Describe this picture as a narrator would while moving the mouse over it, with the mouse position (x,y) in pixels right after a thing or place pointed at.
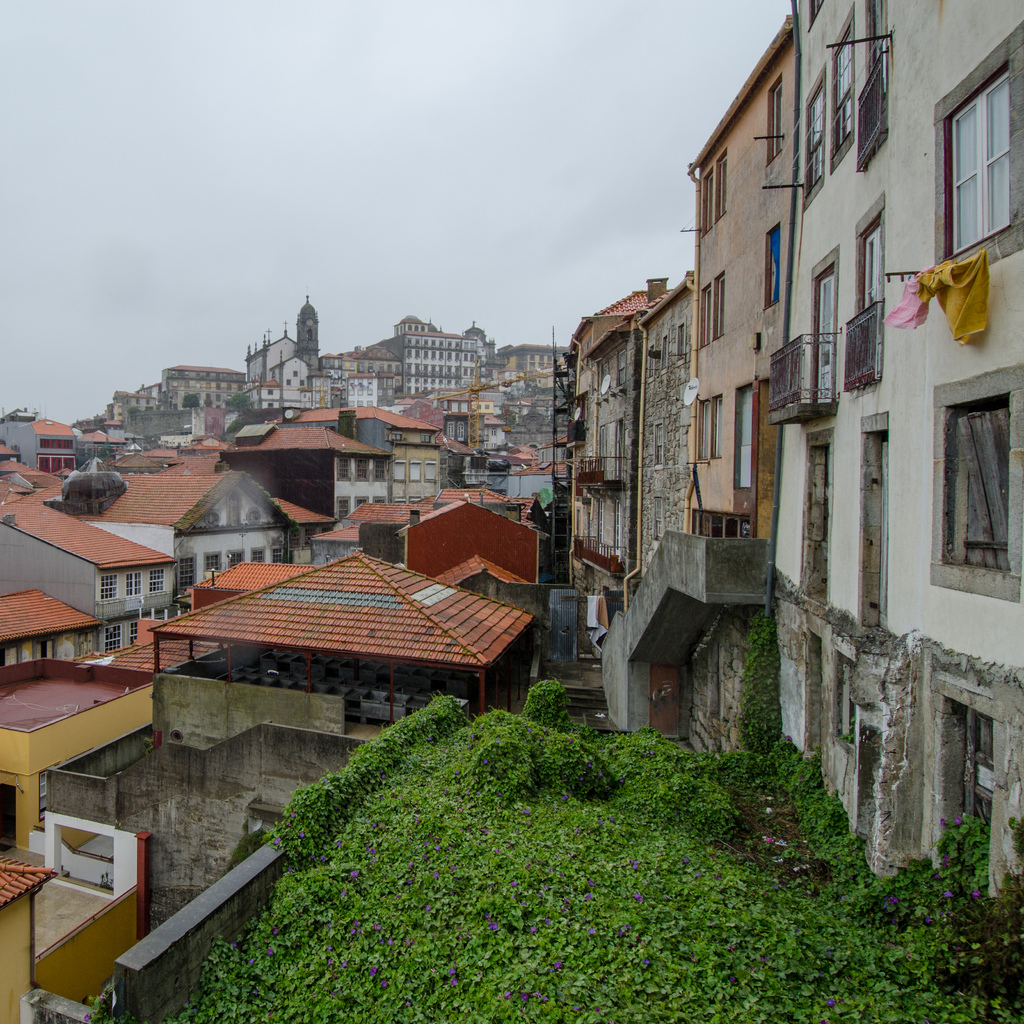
In this picture I can see at the bottom (663,880) there are plants (555,893), in the middle (356,452) there are buildings (541,403), at the top (459,168) there is the sky (440,169).
